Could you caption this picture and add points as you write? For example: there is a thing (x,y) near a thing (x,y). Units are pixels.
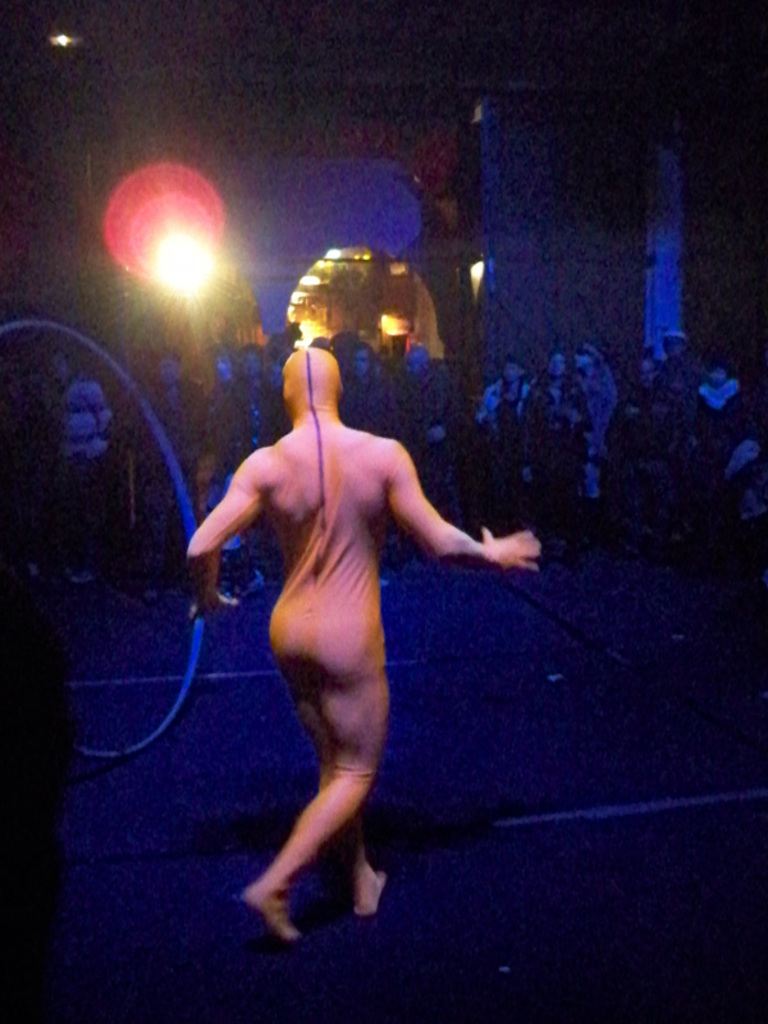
In the center of the image (318,482) we can see a person (303,813) performing on the floor (429,951). In the background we can see persons (603,368), light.
